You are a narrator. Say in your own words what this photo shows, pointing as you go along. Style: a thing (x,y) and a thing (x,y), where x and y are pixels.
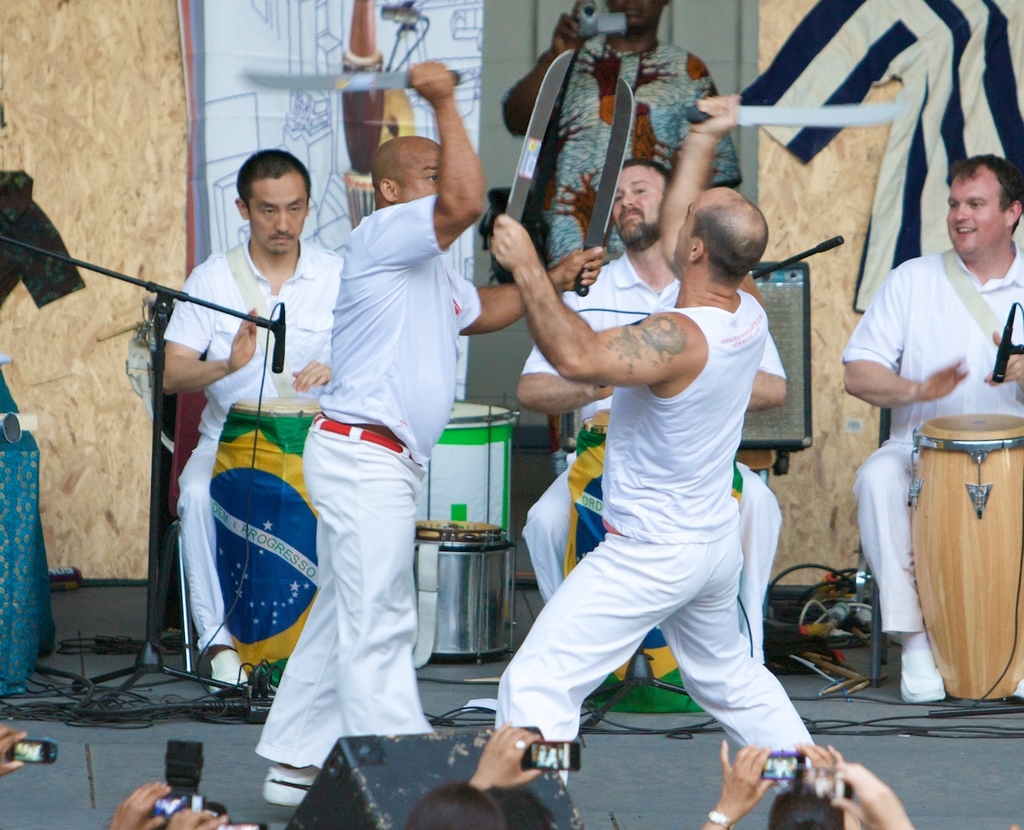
In this image I can see two men (608,446) are fighting with swords (764,115). In the background (846,383) three men (927,411) are sitting on the chairs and playing the drums (587,418). On the bottom of the image (830,809) I can see few people (465,822) are holding cameras (774,773), mobiles (538,759) in hands (748,770) and capturing it. In the background (647,143) there is a person (590,103) standing holding the camera (591,21) in hand (561,44).
